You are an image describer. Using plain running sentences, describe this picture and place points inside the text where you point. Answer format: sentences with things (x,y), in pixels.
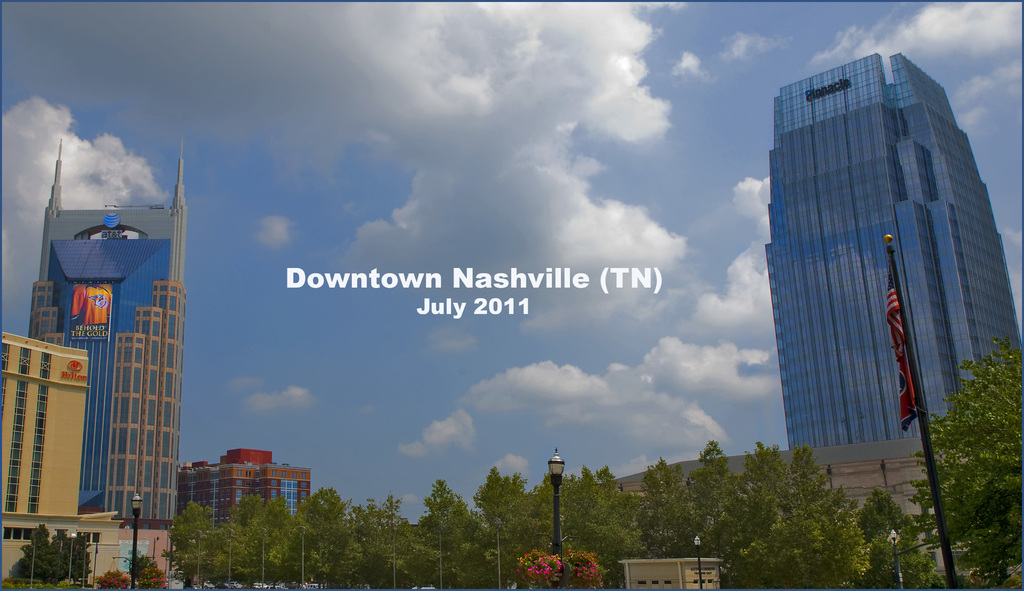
At the background of the image (689,296) there are buildings (270,492), sky (308,425). In the center of the image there are trees (643,506), poles (94,565). There is a flag pole (950,568) to the right side of the image (896,271). There is some text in the center of the image (452,282).
